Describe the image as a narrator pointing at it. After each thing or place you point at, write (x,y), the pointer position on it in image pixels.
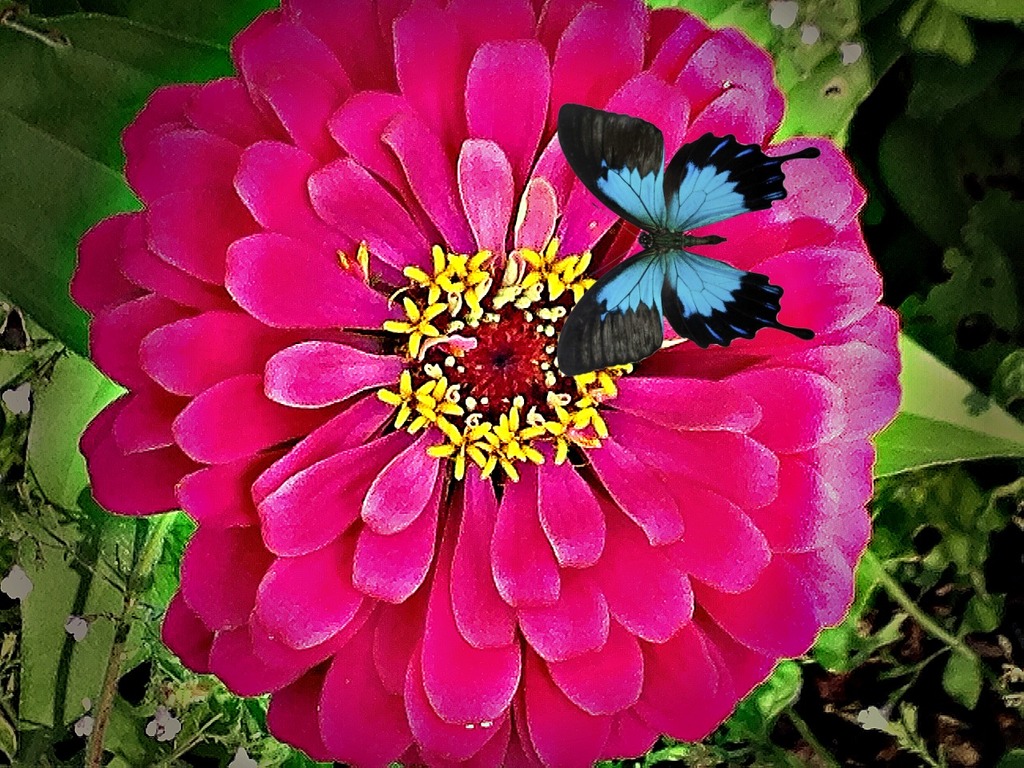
In this image I can see a butterfly (640,290) and a red color flower (405,289). The background of the image (917,336) is blurred.
